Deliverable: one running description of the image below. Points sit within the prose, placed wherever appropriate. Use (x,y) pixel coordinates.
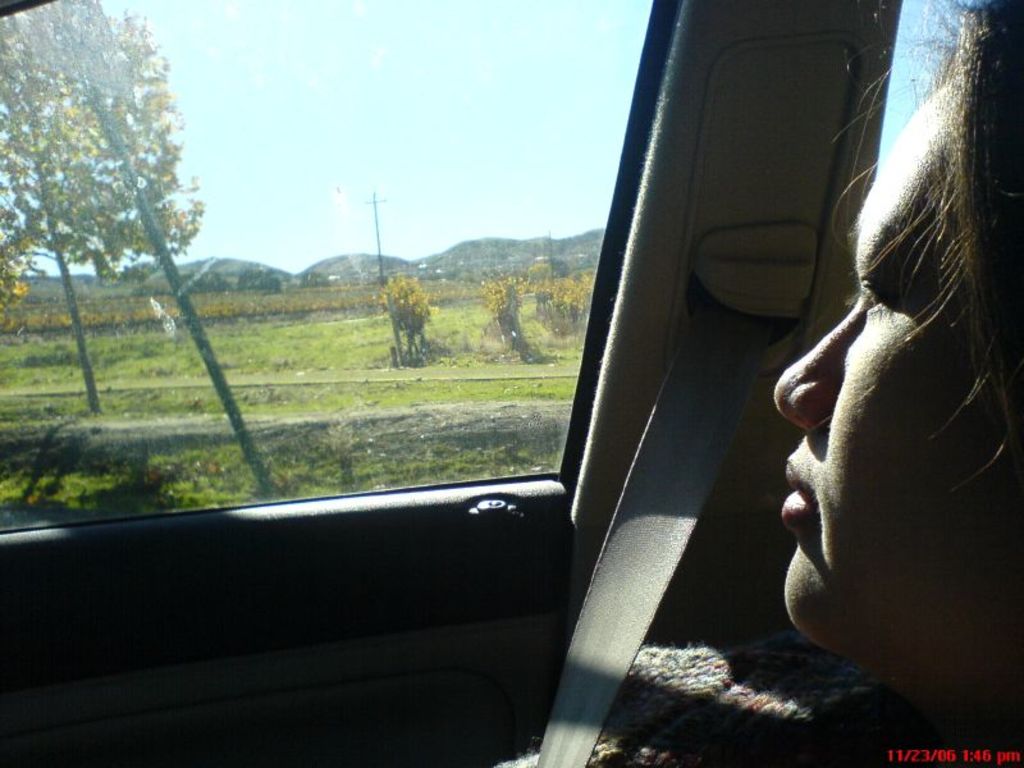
In this image I can see the person (678,687) sitting in the vehicle (259,668). In the background (396,306) I can see few trees (125,241) in green color, few electric poles (379,244), mountains (558,252) and the sky (336,141) is in blue and white color.
